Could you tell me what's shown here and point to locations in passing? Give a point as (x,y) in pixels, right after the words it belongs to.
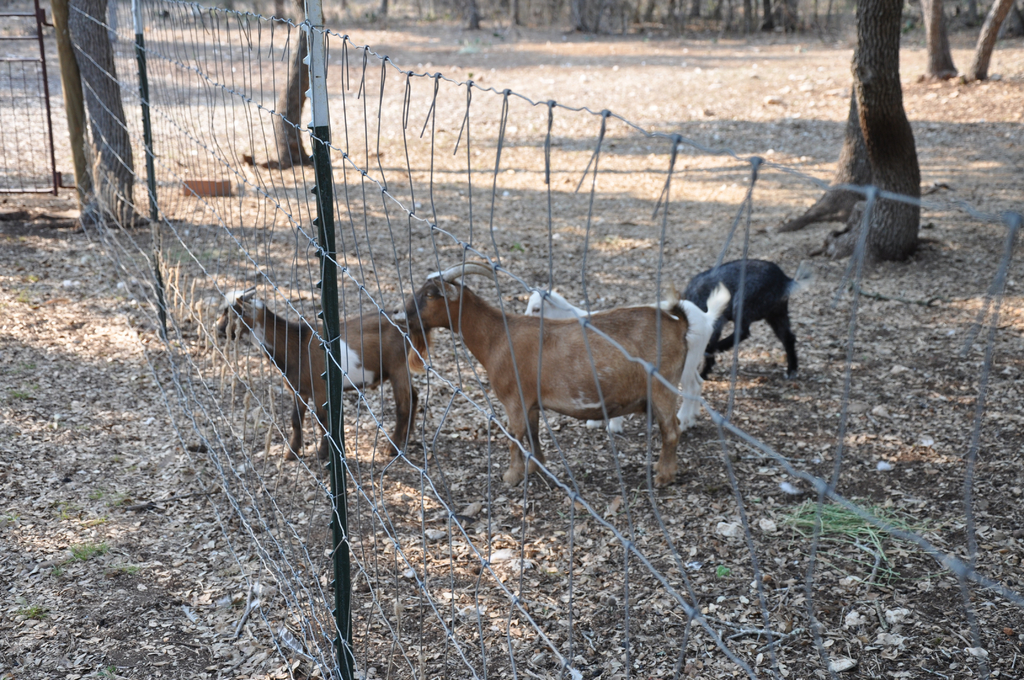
In this picture we can see few goats (536,353) behind the fence (431,158), and we can see few trees (891,43) and metal rods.
